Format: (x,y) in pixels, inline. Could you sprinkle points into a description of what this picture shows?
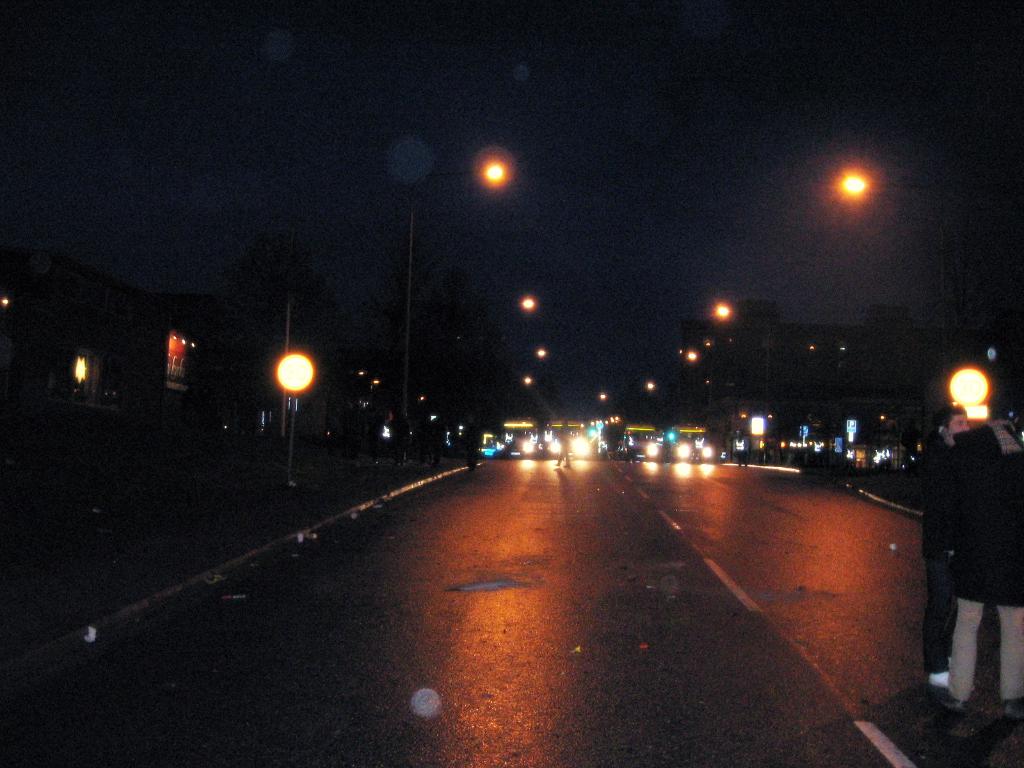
This picture is clicked outside the city (898,459). At the bottom (615,648), we see the road (730,602). On the right side (941,556), we see two men (993,539) are standing. On either side of the picture, we see the boards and street lights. We even see the buildings (878,433). In the middle of the picture (572,455), we see the vehicles (575,441) are moving on the road (603,464). We see a man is crossing the road (494,473). There are buildings (219,415) and street lights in the background (261,417). At the top (662,131), we see the sky (664,128). In the background (307,251), it is black in color. This picture is clicked in the dark.
